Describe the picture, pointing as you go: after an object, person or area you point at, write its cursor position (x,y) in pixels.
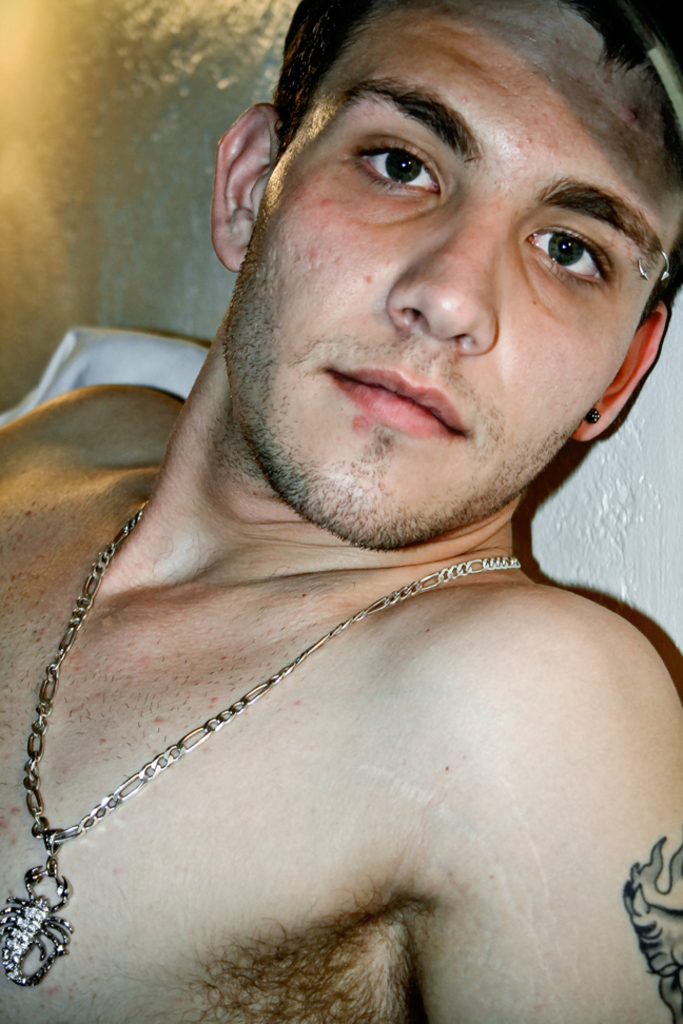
In this image there is a person (344,450) truncated, the person (125,662) is wearing a chain (96,818), there is an object (86,358) truncated towards the left of the image (126,365), at the background of the image (121,263) there is a wall (112,111) truncated.
